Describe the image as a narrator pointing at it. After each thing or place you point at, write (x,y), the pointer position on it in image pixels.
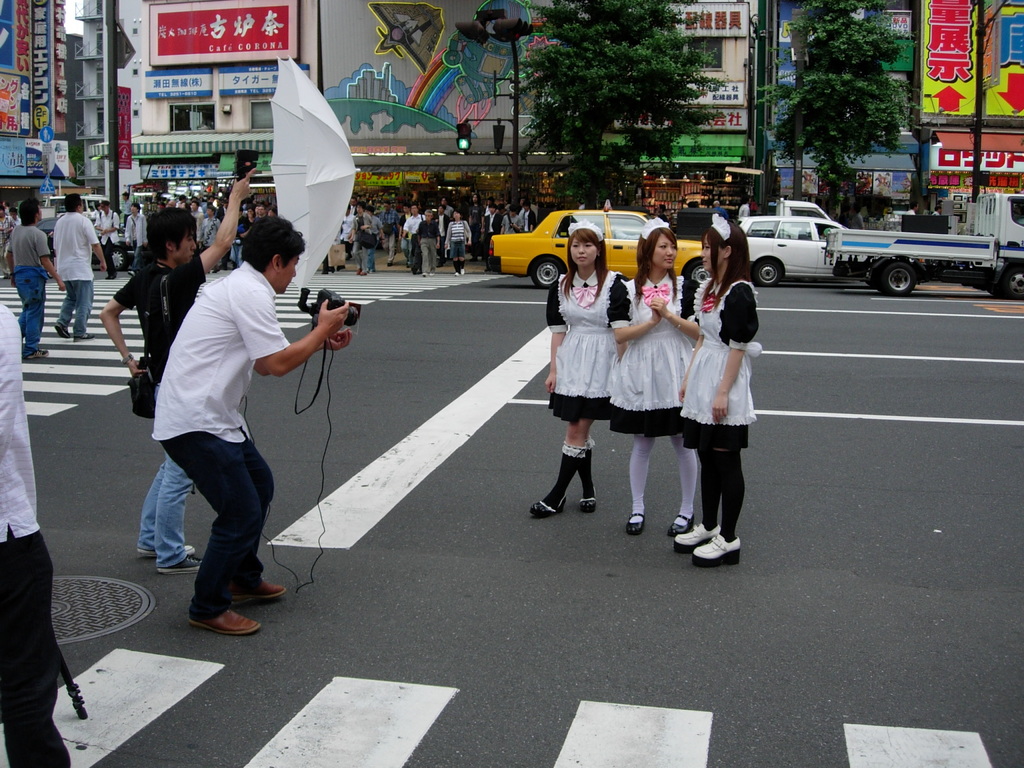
In this image, in the middle (597,311), we can see three women (683,550) standing on the road (724,581). On the left side (223,314), we can see a man (234,302) wearing a white color shirt (244,306) is standing and holding a camera (321,297) in his hand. On the left side (153,265), we can also see another man (189,261) wearing a black color shirt (178,269) is holding an umbrella (294,178) in his hand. On the left side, we can also see a person (49,708). In the background (81,299), we can see a group of people (211,243), vehicles (511,255), building (506,104), trees (839,144), traffic signal (459,134), pole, hoardings (245,90), board (180,24) with some text (950,2) written on it.
